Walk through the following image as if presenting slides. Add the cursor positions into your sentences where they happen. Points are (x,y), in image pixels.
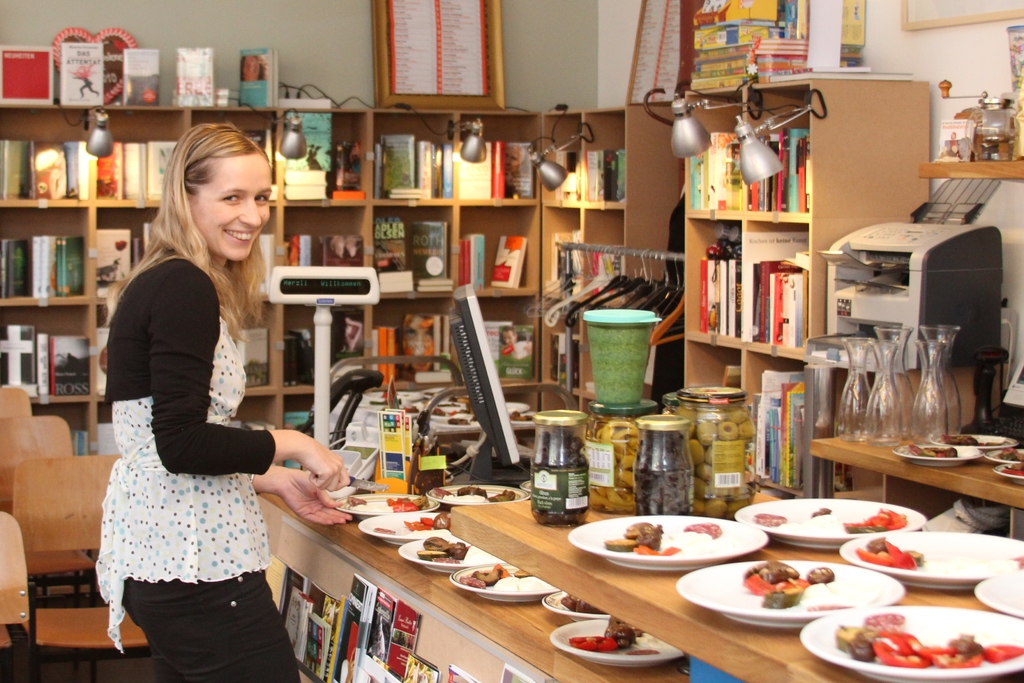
This is a woman (195,347) standing and smiling. This is a table (475,533) with plates (410,516), jars (548,469), and a monitor (493,454) placed on it. These are the books (375,613). This looks like a printer (932,283). this is a bookshelf (458,197) with books (780,300) in it. These are the hangers (607,285). This is a frame (381,63) kept at the top of the rack (490,120).
